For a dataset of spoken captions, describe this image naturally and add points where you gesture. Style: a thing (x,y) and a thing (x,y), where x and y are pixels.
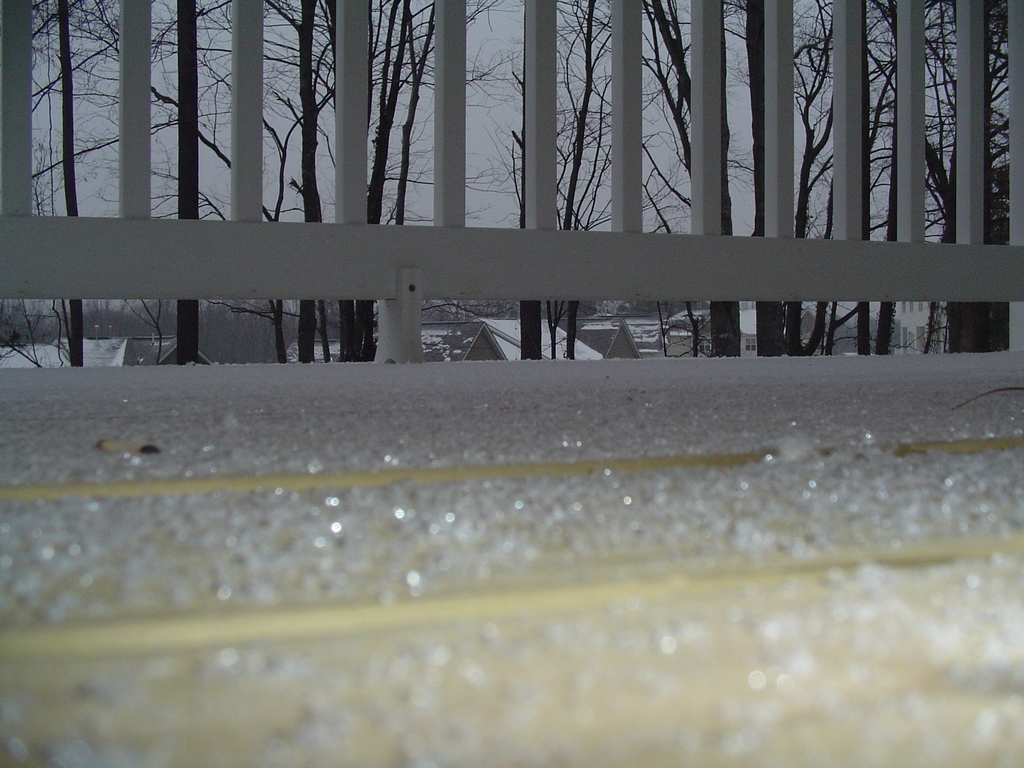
In the picture we can see a surface (630,519) with some ice particles (831,483) and behind it, we can see a railing (441,265) and behind it, we can see some trees (361,351) which are dried and some house roofs (316,351) and snow surface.
